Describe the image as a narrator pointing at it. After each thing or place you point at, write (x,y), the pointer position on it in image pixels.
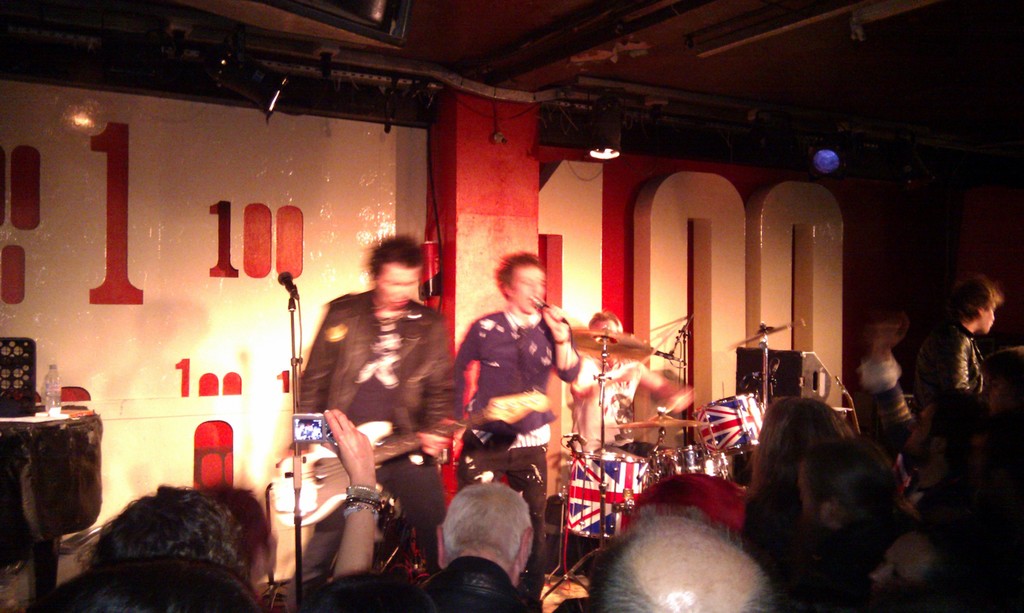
In this image we can see few people (353,310) and one among them is holding a mic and singing and there are two people (373,346) playing musical instruments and we can see mic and some other objects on the stage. In the background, we can see the stage lighting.
